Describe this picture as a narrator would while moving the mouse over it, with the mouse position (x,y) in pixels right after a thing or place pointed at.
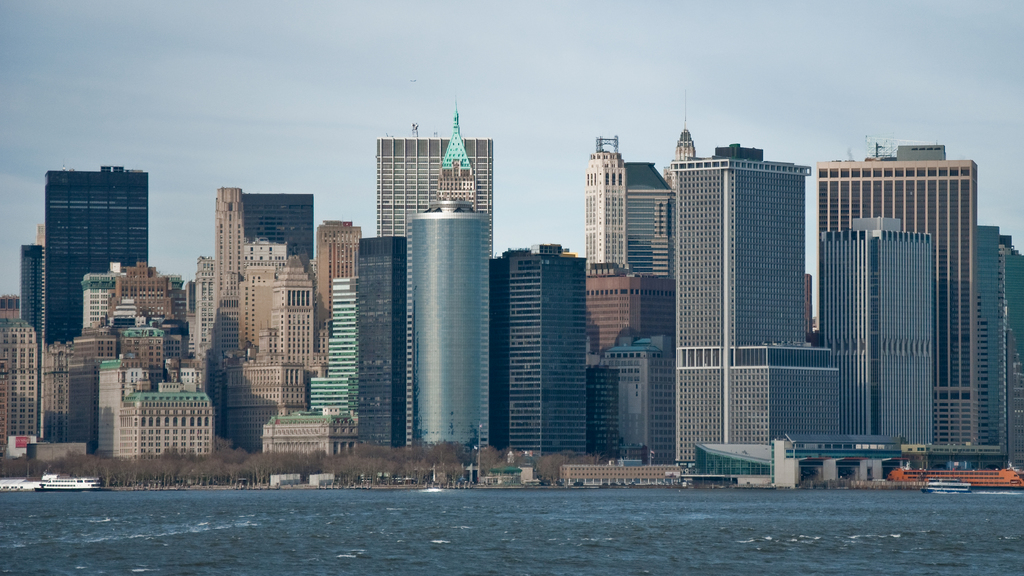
In the foreground (395,520) there is a water body (250,514). In the middle of the picture (473,352) there are trees (78,471), boats (987,479) and buildings (618,210). At the top (341,78) it is sky (429,64).
